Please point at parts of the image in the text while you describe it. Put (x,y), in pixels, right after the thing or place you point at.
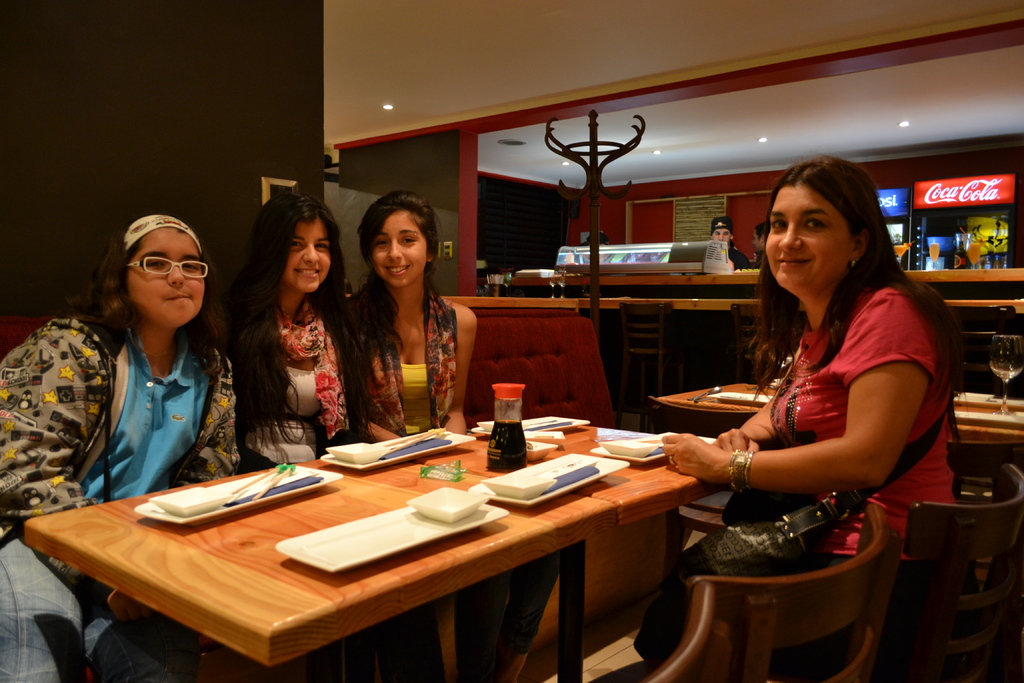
In this image I can see few women (271,233) are sitting on chairs (1017,480). I can also see smile on few faces (793,273) and here I can see she is wearing a specs (163,265). I can also see a table (580,556) and on this table (601,495) I can see few plates (334,542). In the background (952,217) I can see two refrigerators (904,205) and a man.
